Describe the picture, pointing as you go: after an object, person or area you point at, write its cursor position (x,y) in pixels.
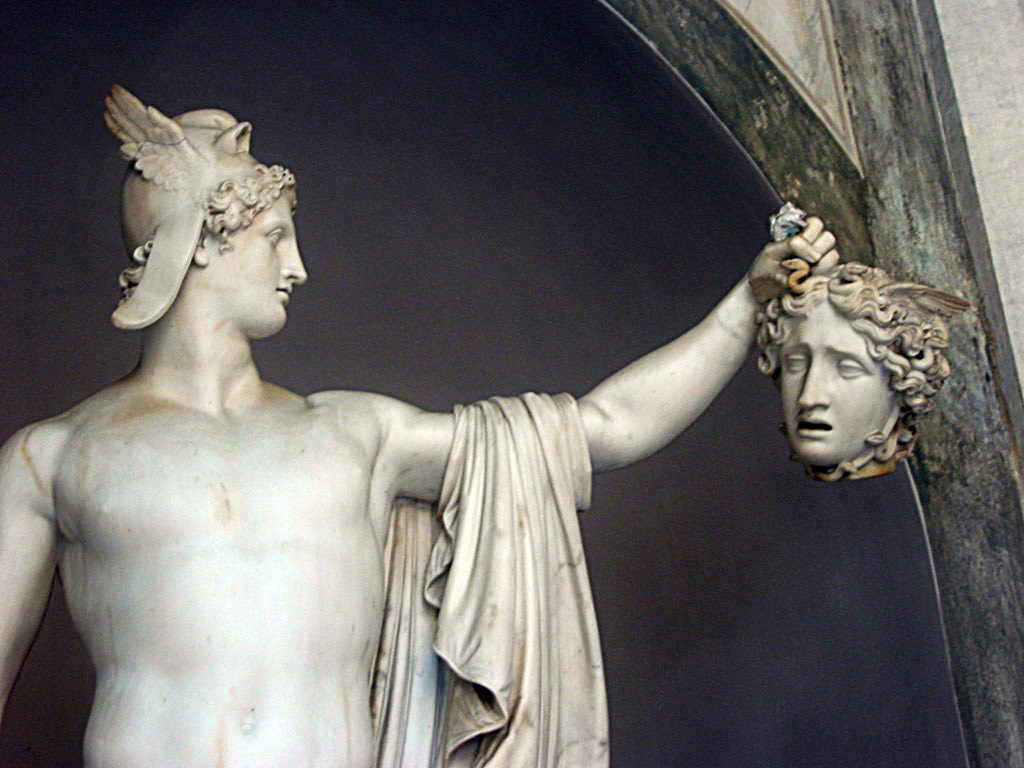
In the picture we can see a sculpture (127,564) of a man (323,466) holding a head (844,466) of a woman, the sculpture (223,633) is white in color and beside to it, we can see a wall (647,633) which is a black shade (668,633) on it.
